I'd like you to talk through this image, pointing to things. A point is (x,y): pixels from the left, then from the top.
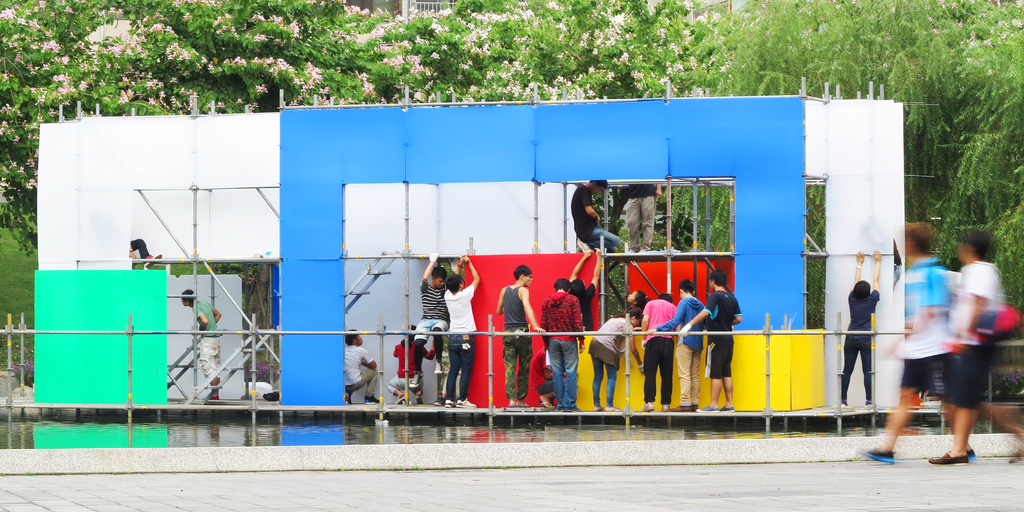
In the foreground of the picture (468,493) it is road (419,507), there are people (894,433) walking on the road (108,508). In the center of the picture (546,193) there is a construction (487,220) going on, there are a lot of people (563,313) and iron frames (172,262). In the background (452,50) there are trees (573,50) and buildings (372,7), there are flowers (122,45) to the trees (104,69). On the left (7,272) there is grass (13,308). In the center of the picture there is a water body (281,433).
